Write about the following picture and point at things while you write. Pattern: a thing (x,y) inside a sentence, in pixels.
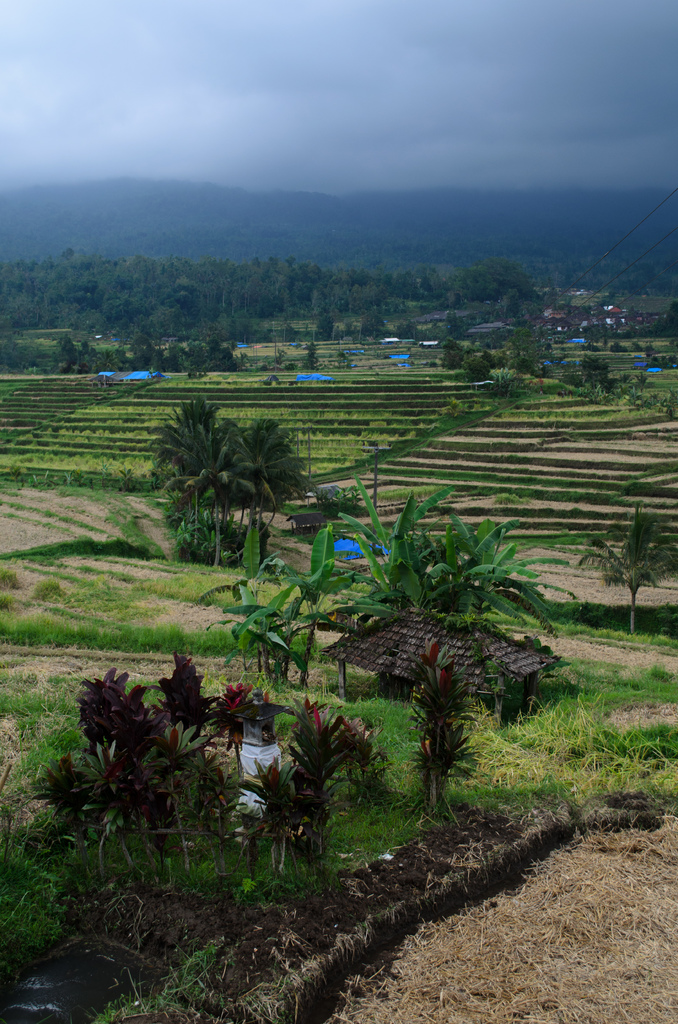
In this image we can see grass (507,784), plants (289,779), ground (546,641), trees (314,317), and huts (531,691). In the background (403,164) we can see mountain (631,243) and sky (396,169) with clouds (413,165).
